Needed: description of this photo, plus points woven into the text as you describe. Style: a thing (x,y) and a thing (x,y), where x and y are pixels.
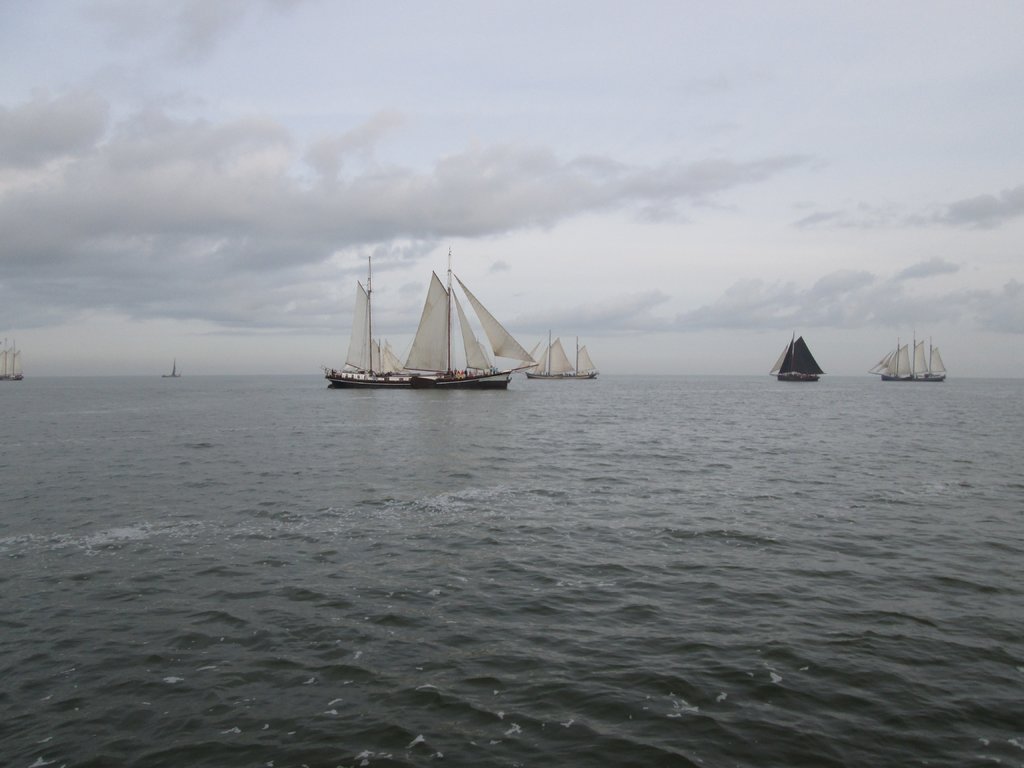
In this picture I see the water (107,399) and on the water (226,388) I see number of boats (407,362) in the middle of this picture (451,339). In the background (383,271) I see the sky (834,189) which is cloudy.
